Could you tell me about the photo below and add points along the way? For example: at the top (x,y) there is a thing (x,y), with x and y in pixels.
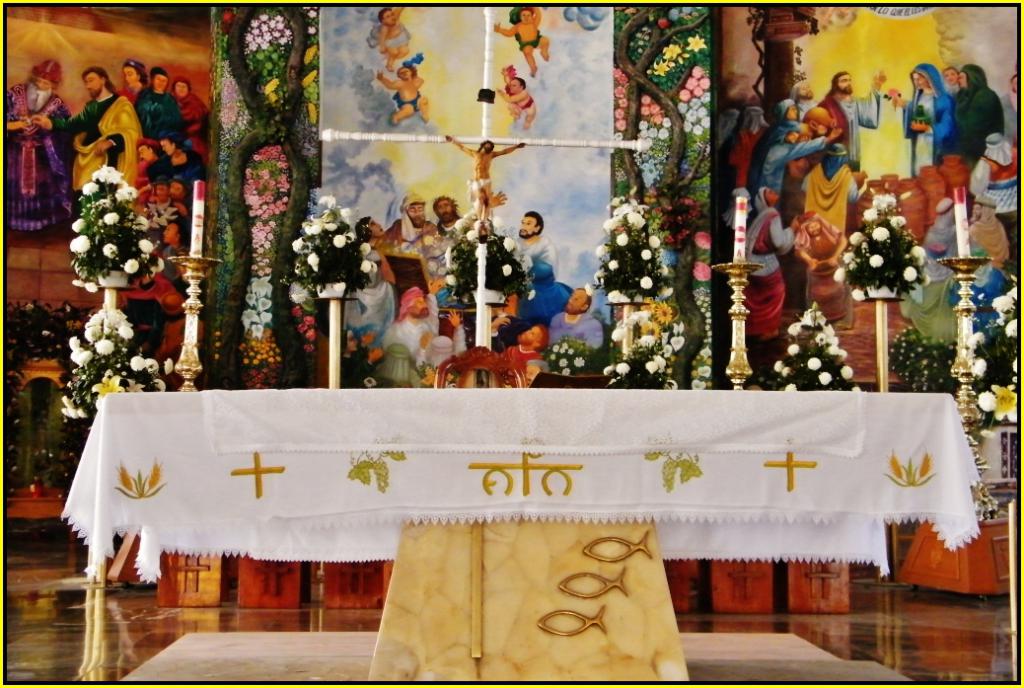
In this image I can see few paintings (588,273) and flower bouquets (856,297). There are few objects (856,297) on the table (197,400). I can see a white cloth (396,458) on the table (529,578). There are few paintings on the cloth (635,462). At the bottom (617,612) I can see some carvings (572,579) on the wooden object (512,589).
